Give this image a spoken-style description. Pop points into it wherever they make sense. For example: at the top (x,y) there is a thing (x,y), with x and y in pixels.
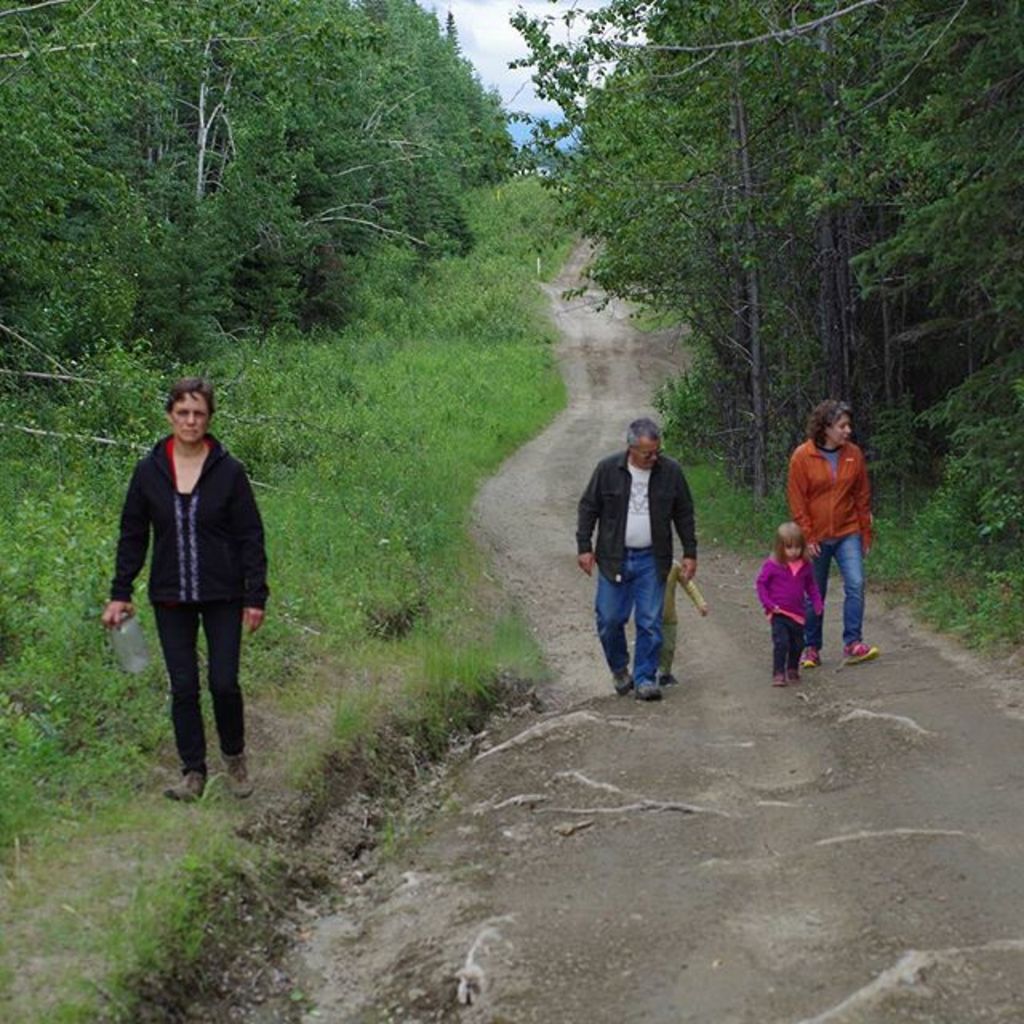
On the right side of the image (828,451) there are four persons (663,532) walking on the road (728,817). On the left side of the image (127,677) on the ground (124,702) there is grass (528,389) and also there are small plants (120,690). In the background (619,59) there are many trees (619,59). And also there is sky (505,91).
